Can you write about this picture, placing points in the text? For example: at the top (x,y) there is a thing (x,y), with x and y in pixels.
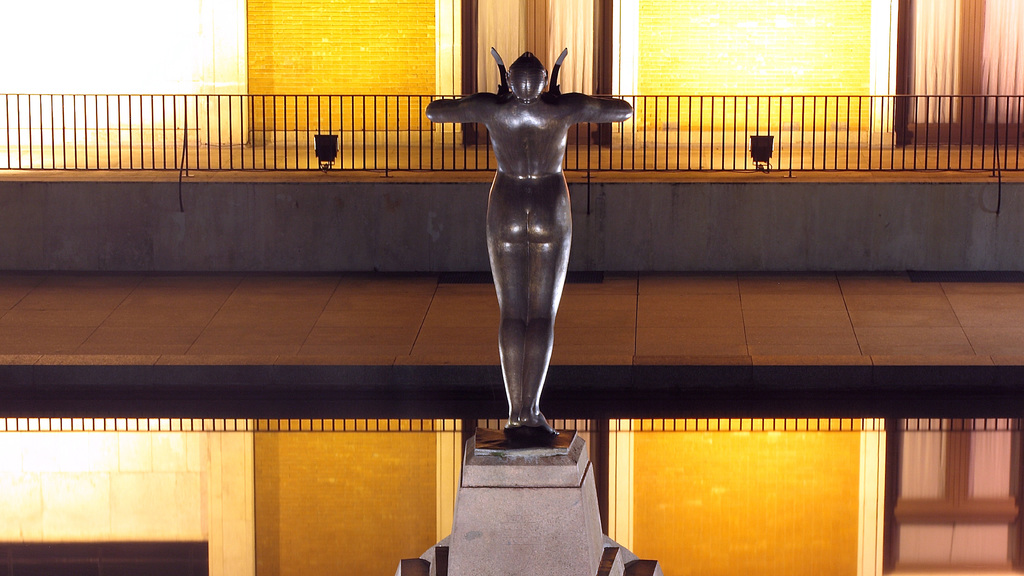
This picture shows a building (290,265) and a statue (509,447) and we see couple of lights (761,146) and blinds (485,83) to the windows (932,25).
